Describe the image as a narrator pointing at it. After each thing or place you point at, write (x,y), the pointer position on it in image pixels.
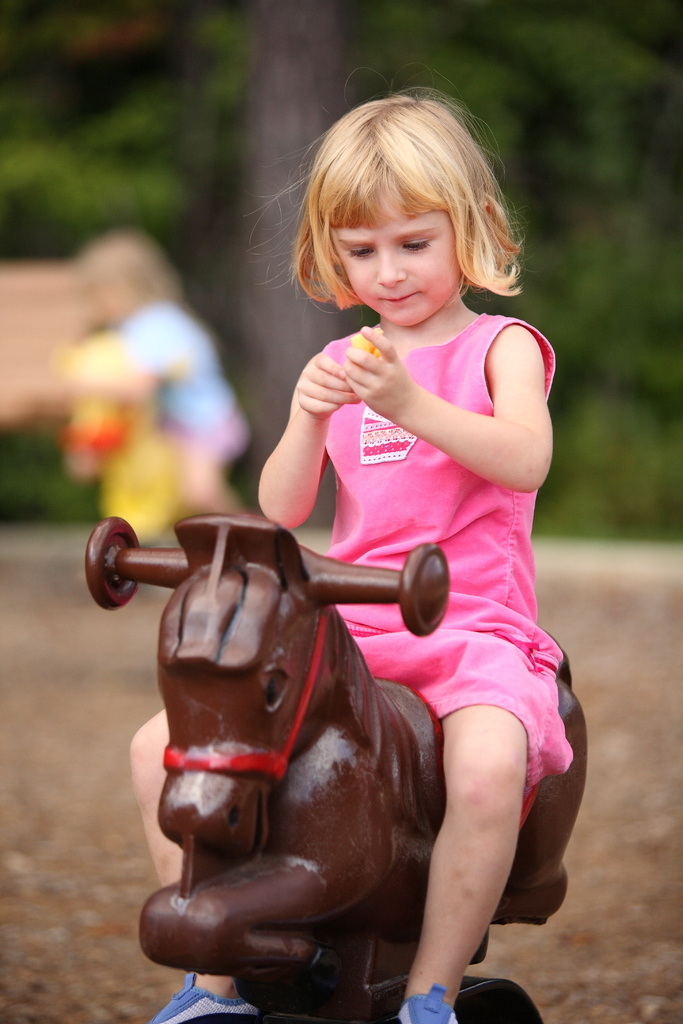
A girl (349,611) is riding horse (319,645), in the background (108,121) the image is blur.
